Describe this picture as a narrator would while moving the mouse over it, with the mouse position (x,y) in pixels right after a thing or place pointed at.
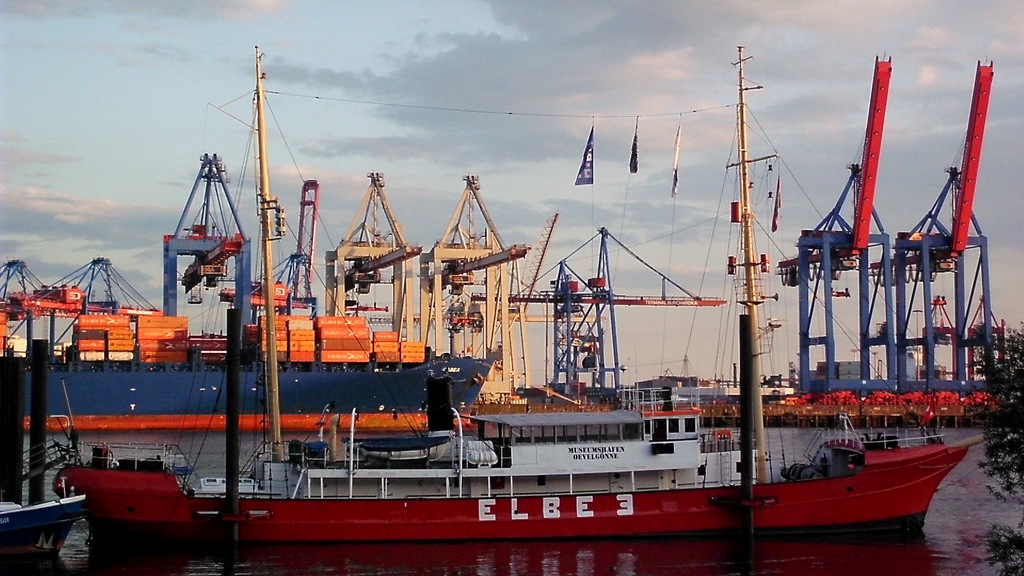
At the bottom of the image (59,557) there is water (200,549), above the water (514,560) there are some ships (530,525). In the bottom right corner of the image (1010,471) there is a tree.
